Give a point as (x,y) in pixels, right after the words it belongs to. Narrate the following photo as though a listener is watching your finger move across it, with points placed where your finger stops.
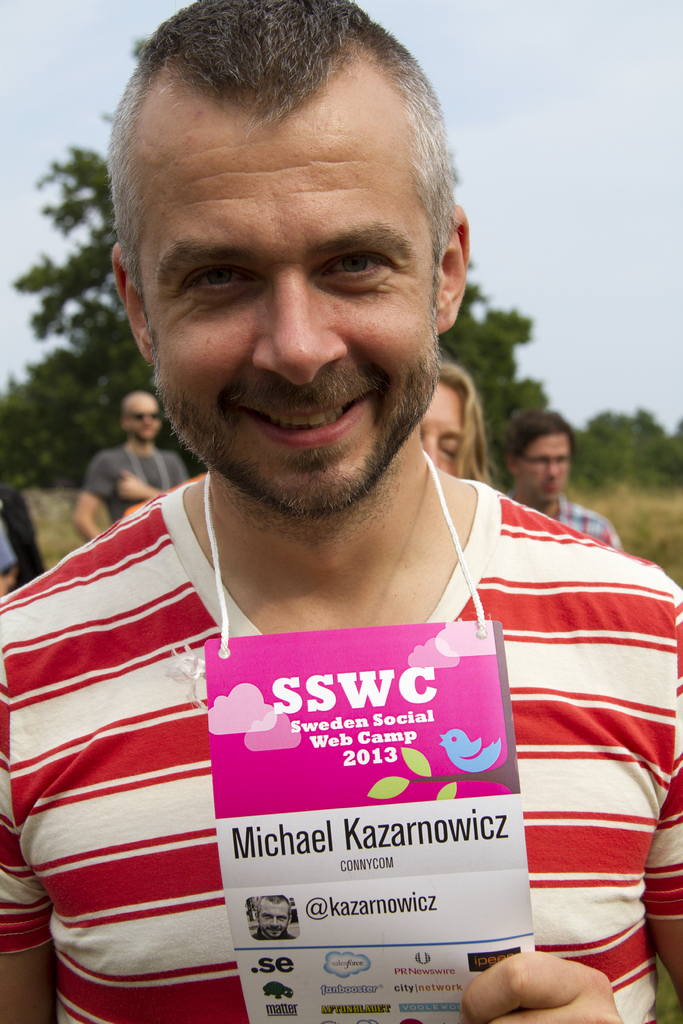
In the picture we can see a man (568,771) standing and wearing a tag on his neck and he is smiling and in the background (465,191), we can see some people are standing and we can also see trees (105,345), grass (663,967) and sky (472,128).
